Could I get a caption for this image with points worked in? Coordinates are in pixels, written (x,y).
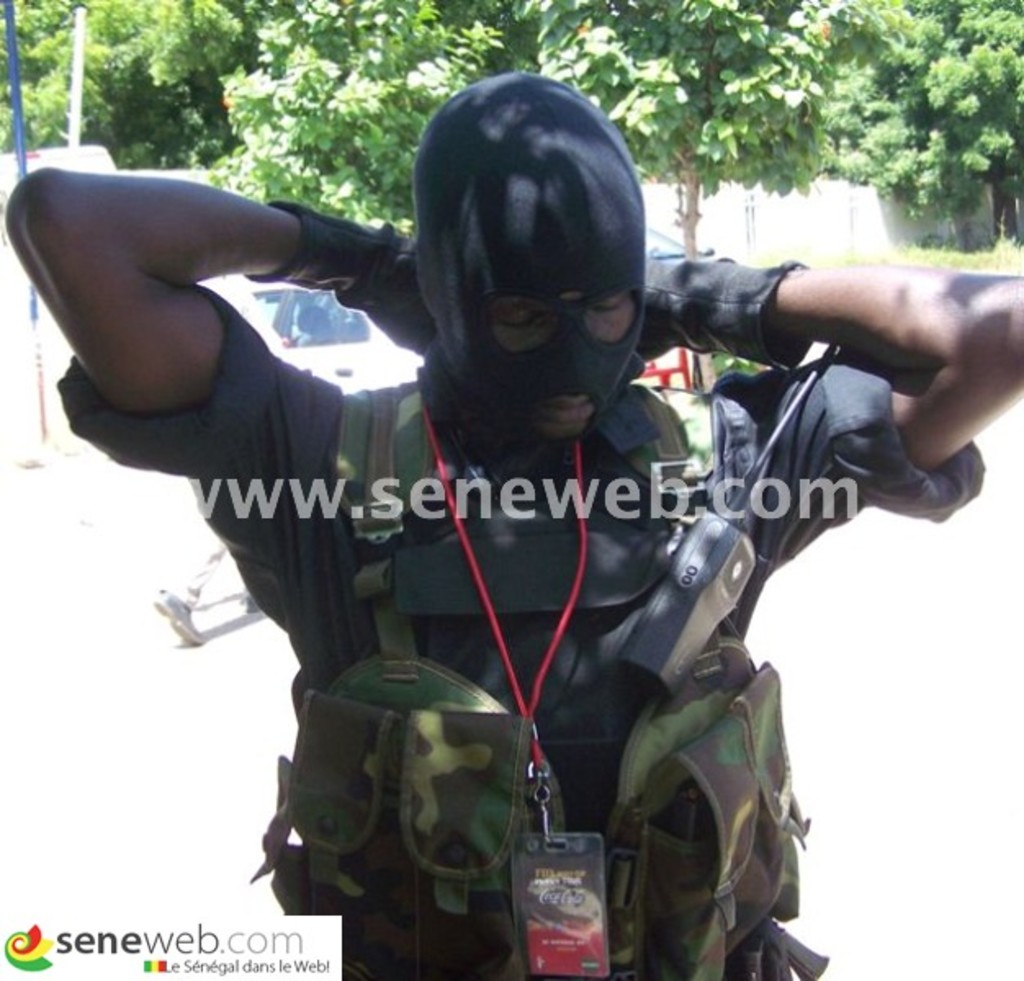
This image is taken outdoors. In the background (433,71) there are a few trees (648,138) with green leaves (280,95). There is a wall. A car (298,315) is parked on the road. On the left side of the image (21,173) there are two poles (77,102). In the middle of the image (486,576) a person (579,740) is standing and wearing a mask (532,350) on the face (532,312). At the bottom of the image (255,929) there is a text (221,949).
